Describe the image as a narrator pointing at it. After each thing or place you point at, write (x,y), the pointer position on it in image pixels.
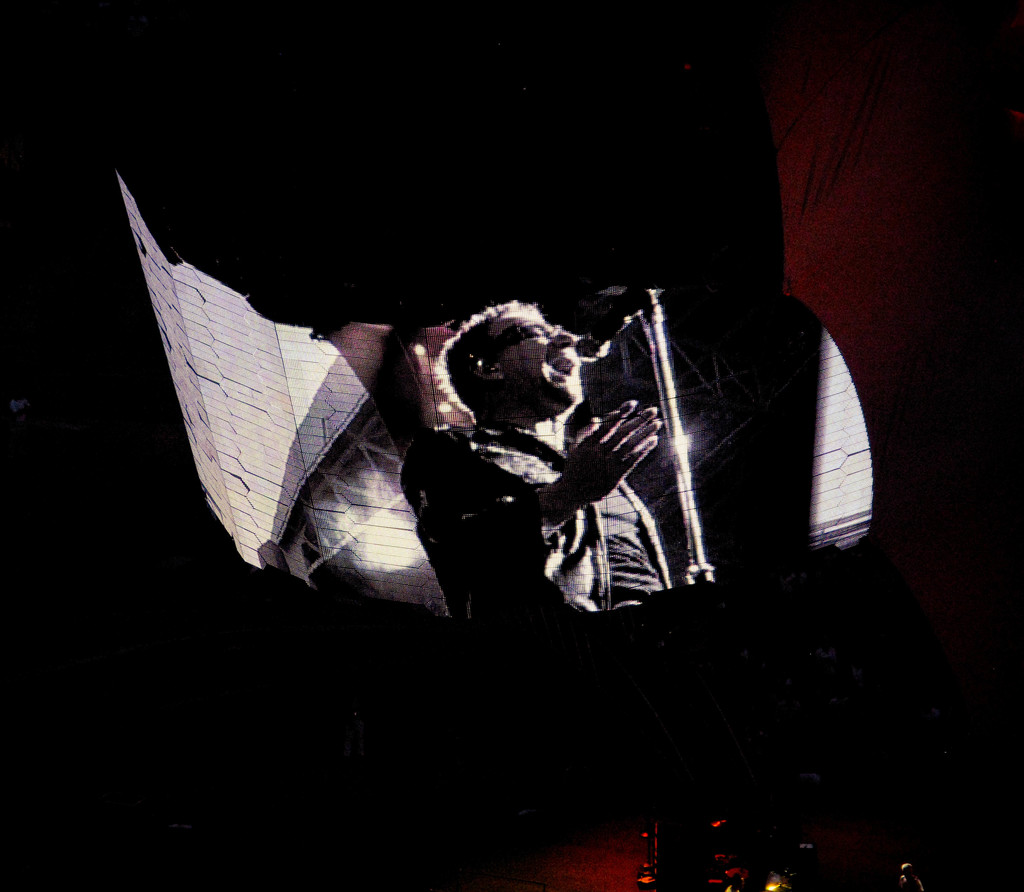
There is a screen (344,482). On that there is a person (497,431) singing song. In front of him there is a mic (622,328) and mic stand (656,329). In the background (410,702) it is blurred.
